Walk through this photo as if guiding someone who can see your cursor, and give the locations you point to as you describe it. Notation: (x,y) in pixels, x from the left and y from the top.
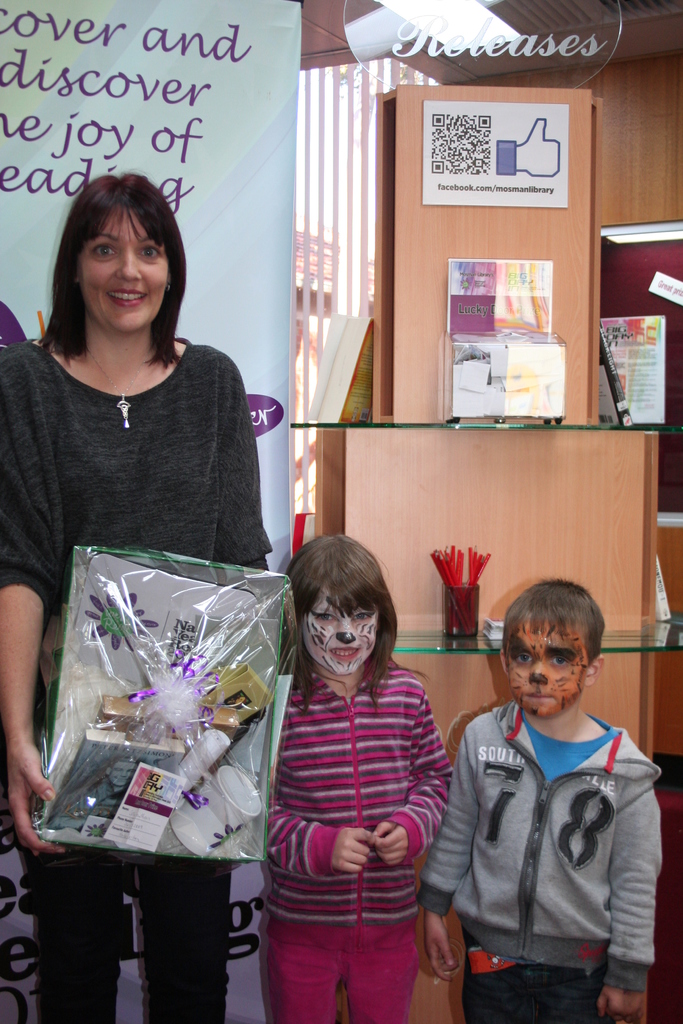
In This image there is one woman (138,278) standing and she is holding one box (209,671), and beside the women (207,410) there are two children (477,797) standing. And in the background (428,521) there are some shelves (566,278), and in that shelves (464,513) there are some objects (464,404) and some posters (655,278) are stick to the wall (671,266). And on the left side (162,69) there is one board (176,128), on the board (176,128) there is text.
